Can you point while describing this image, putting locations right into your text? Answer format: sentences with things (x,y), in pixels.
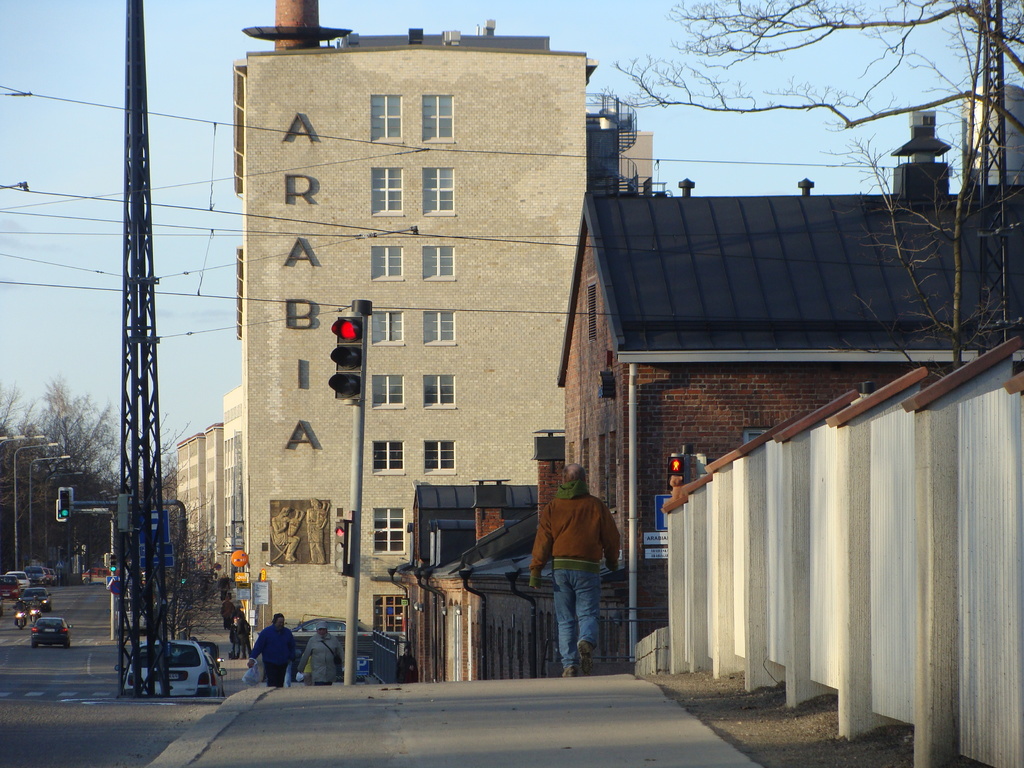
This is an outside view. Here I can see few buildings (435,533) and few people (281,632) are walking on the footpath (366,730). On the left side (31,598) there are few vehicles (47,631) on the road (63,658). On both sides of the road (78,605) there are some trees (23,493) and light poles (32,479). At the top of the image (178,85) I can see the sky (181,63).
